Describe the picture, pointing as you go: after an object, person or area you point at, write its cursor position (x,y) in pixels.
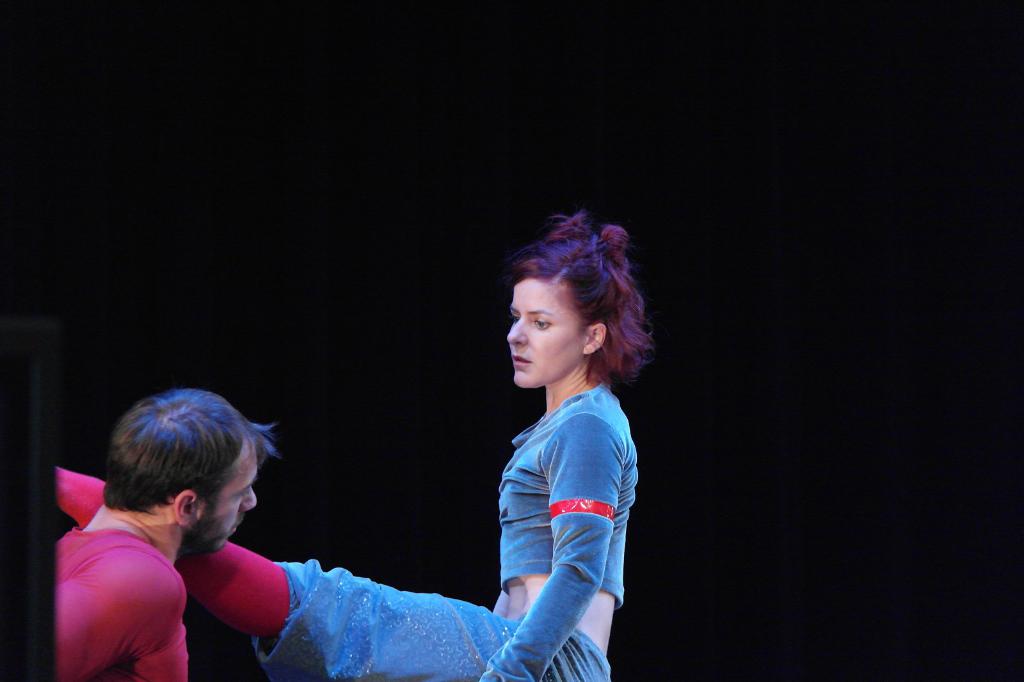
In this picture there is a woman (594,438) with the blue dress (577,432) is standing. On the left side of the image (155,574) there is a person (138,511) with maroon t-shirt (183,651). At the back (181,279) there is a black background (382,270).
